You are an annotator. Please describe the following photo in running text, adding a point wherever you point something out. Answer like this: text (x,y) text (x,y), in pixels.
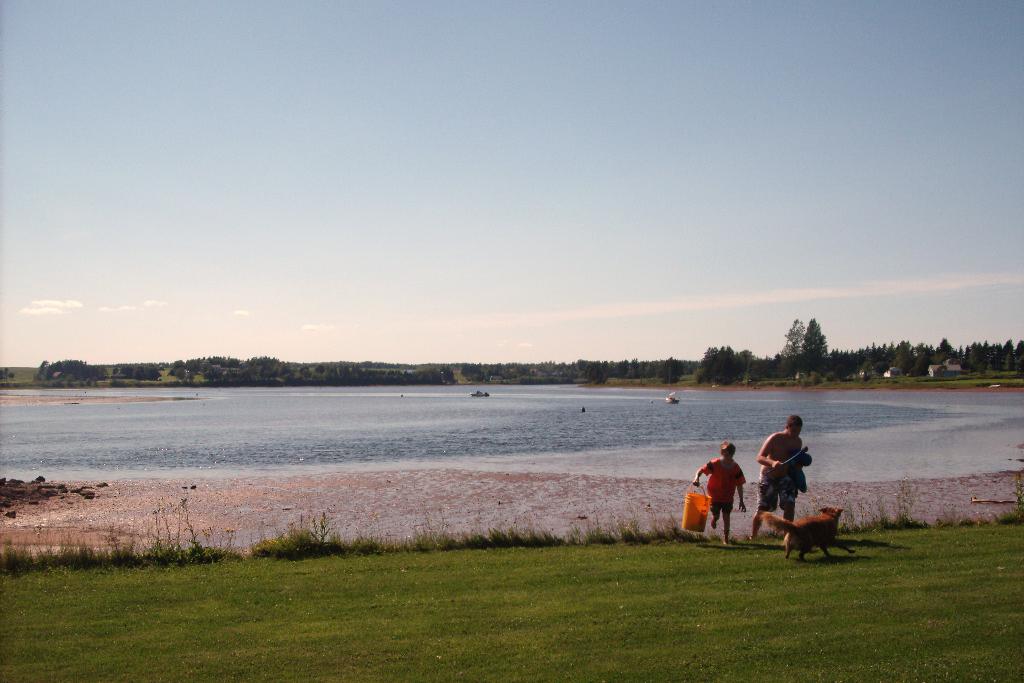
In this picture I can see the grass (300,556) in front (778,596) and I can see 2 boys (781,483) and a dog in the middle of this picture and I can see the boy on the left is holding a bucket (700,517). In the background (159,435) I can see the water (285,395), number of trees (431,362) and the sky (430,152).
